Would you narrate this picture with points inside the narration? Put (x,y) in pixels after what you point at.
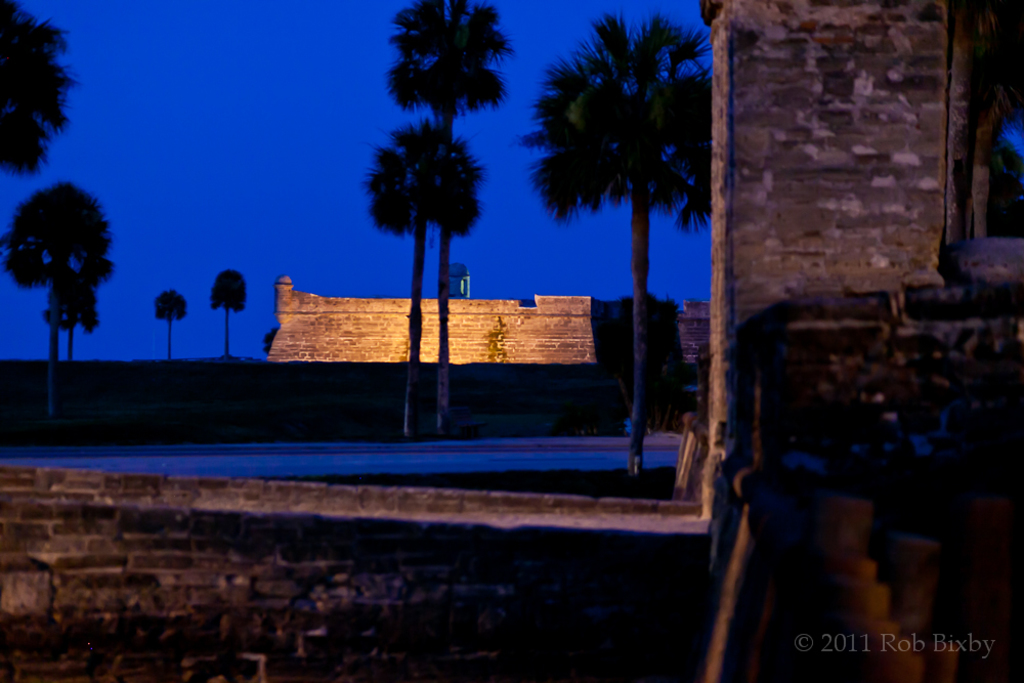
In this image we can see a monument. We can also see some trees (179,307), wall (506,514) and the sky (213,234).
